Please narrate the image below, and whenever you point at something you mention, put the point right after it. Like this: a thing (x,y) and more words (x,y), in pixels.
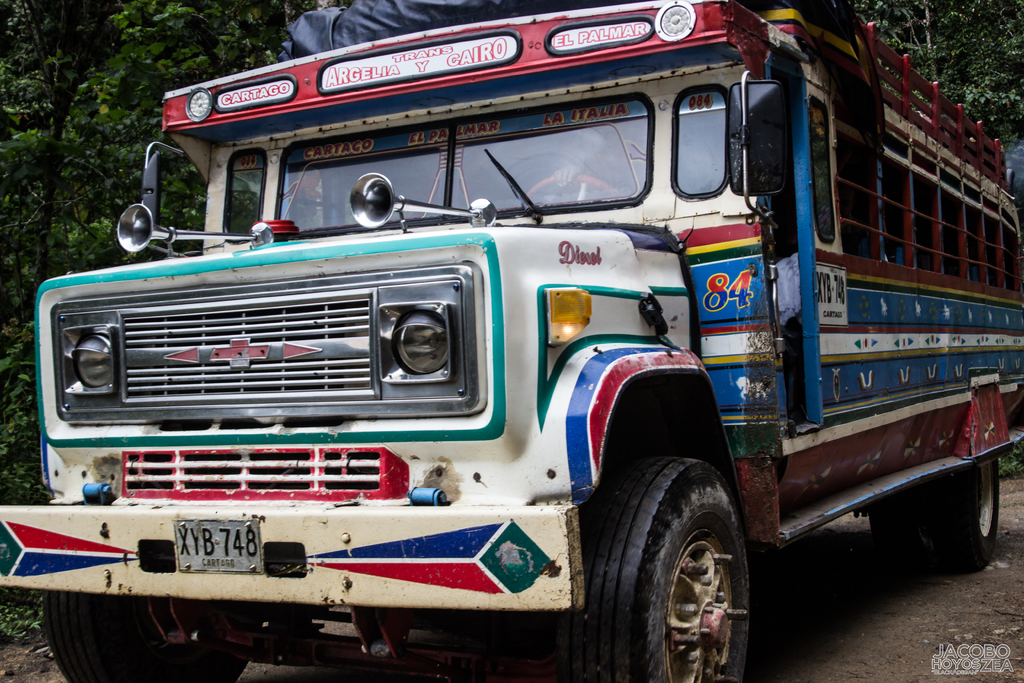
In this image we can see a bus (543,353) on the pathway (893,599) and a person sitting inside it. On the backside (191,210) we can see a group of trees (110,176).
